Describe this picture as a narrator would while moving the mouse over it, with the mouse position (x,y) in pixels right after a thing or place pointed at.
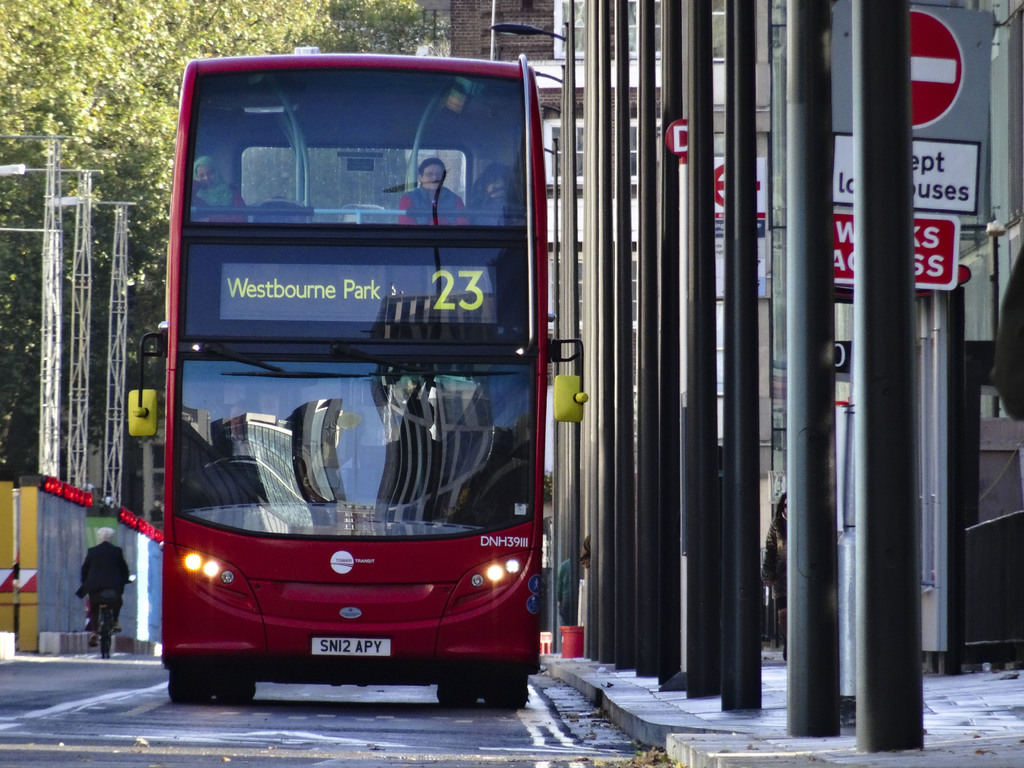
In this image I can see a bus (308,463) and a person (113,555) is sitting on a vehicle (103,631). Here I can see black color poles (833,231), boards (848,268) which has something written on it. On the left side (164,123) I can see trees (259,12) and some other objects (89,492) on ground (113,682).
